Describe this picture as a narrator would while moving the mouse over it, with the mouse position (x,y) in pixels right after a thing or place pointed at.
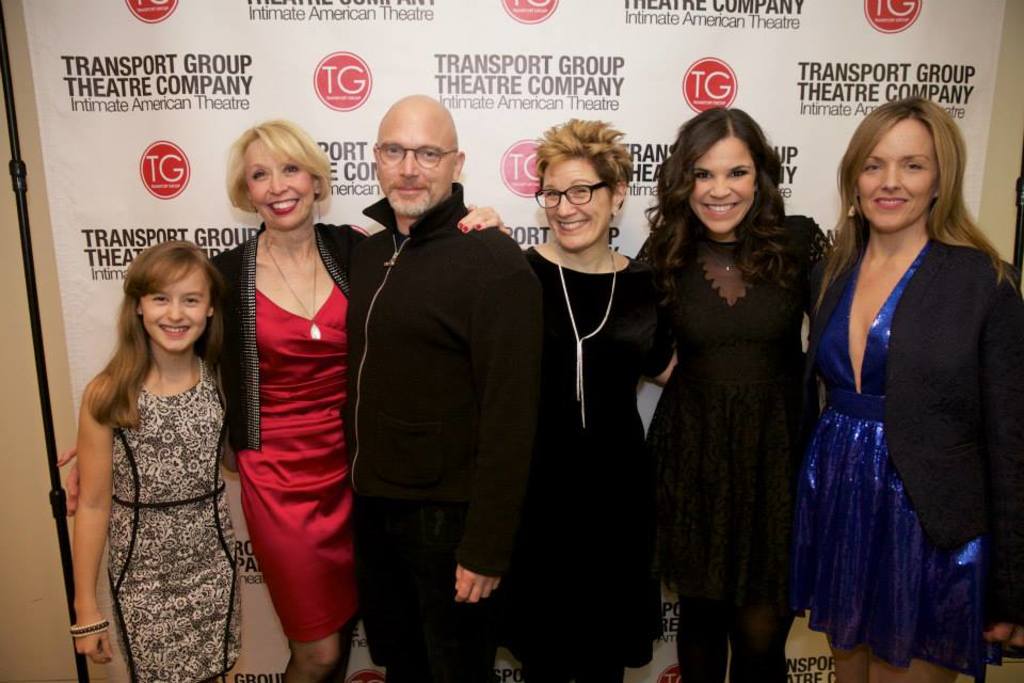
In this image I can see a man (361,306) and few women (161,391) are standing. I can see most of them are wearing black dress (731,316) and few of them are wearing specs (391,153). I can also see smile on their faces (549,212) and in the background (515,34) I can see a white colour board (99,129) and on it I can see something is written at many places.
